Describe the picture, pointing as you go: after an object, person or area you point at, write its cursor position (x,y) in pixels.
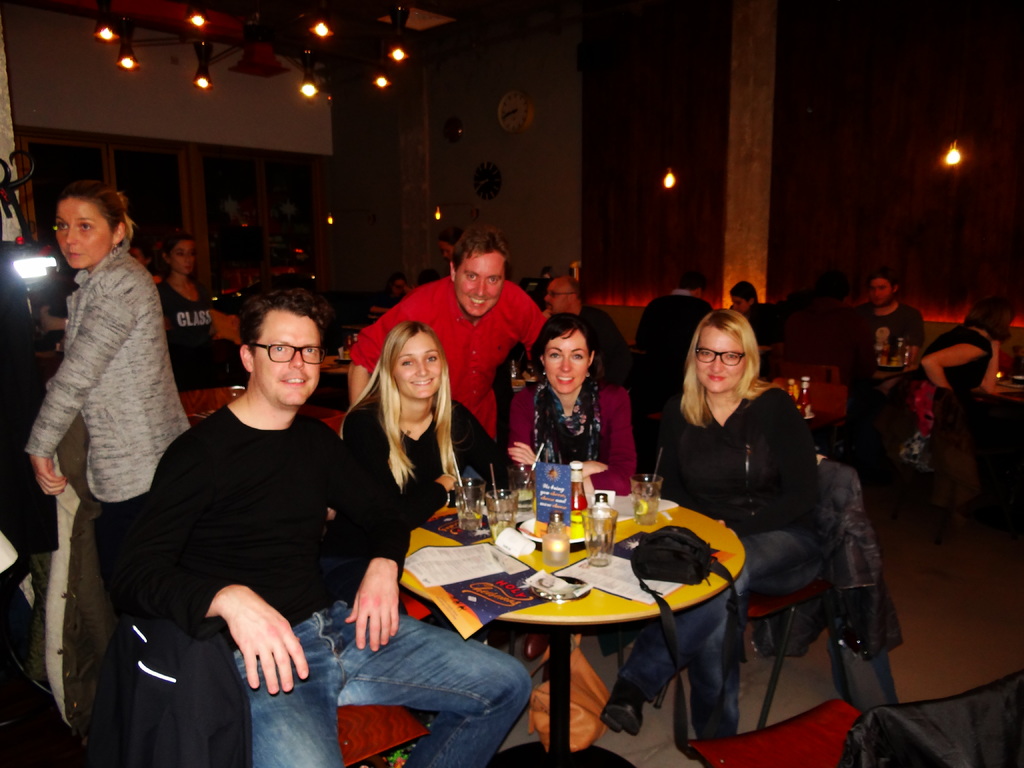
People (345,432) are sitting in groups (965,371) at tables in a restaurant (338,255).
